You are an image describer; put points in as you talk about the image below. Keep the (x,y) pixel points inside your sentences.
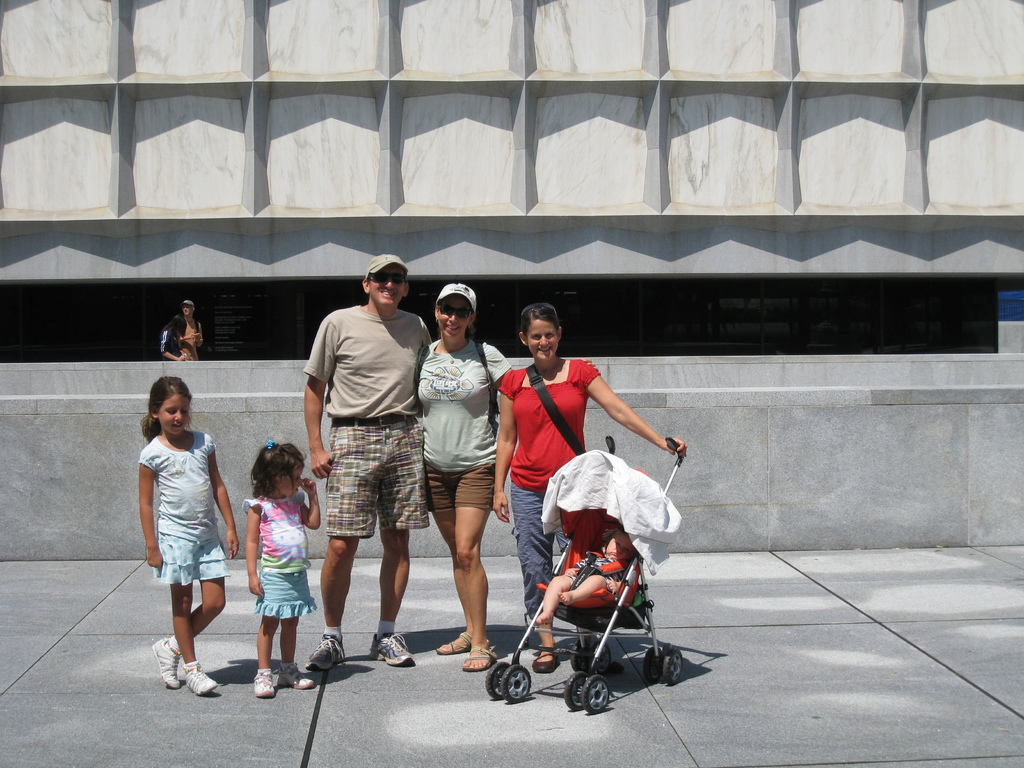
In this image we can see two children (298,501) and three persons (453,438) are standing on the ground (409,612) and here we can see the baby (546,600) in the baby chair (659,666). In the background (827,176), we can see a person (166,349) here and the wall (817,251).
